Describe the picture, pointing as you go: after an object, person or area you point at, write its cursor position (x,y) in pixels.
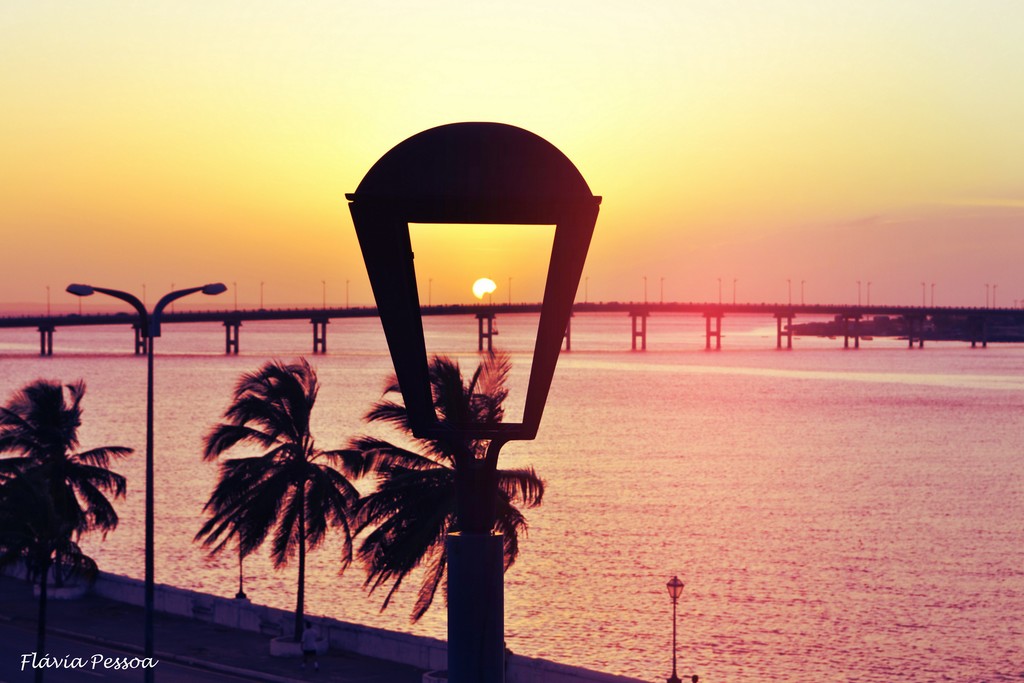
In this image there are trees (105,447), lights (867,300), poles (867,300), bridge (872,312), water (618,342), and in the background (872,282) there is sky (903,290) and a watermark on the image.
